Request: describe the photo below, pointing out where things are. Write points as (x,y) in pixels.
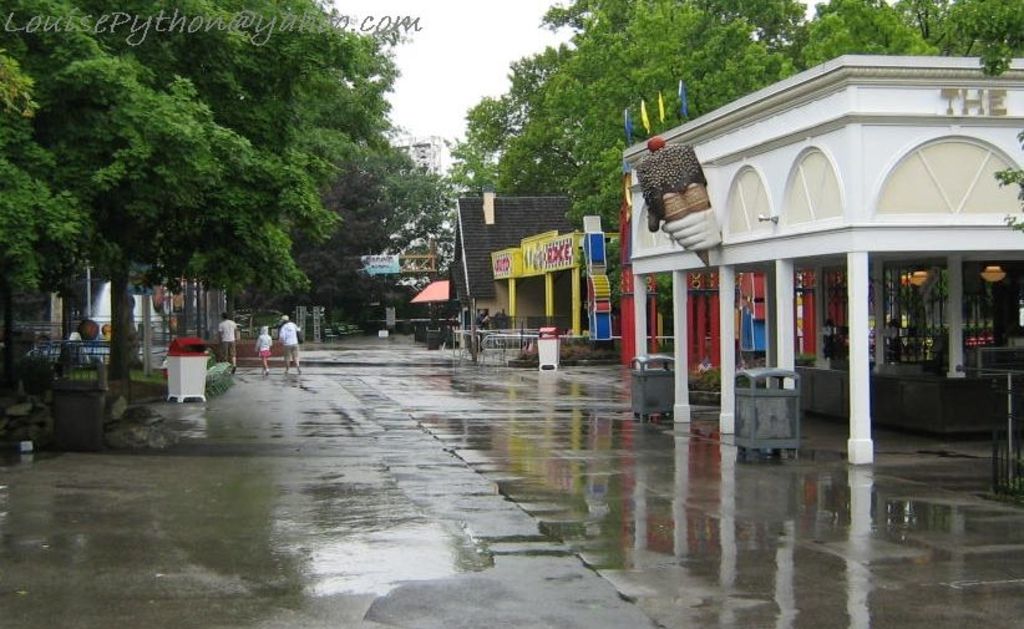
The picture is captured after rain, it is a street (502,499) and it is filled with water (639,534) and the atmosphere (443,74) is cloudy there are many trees (218,178) on the other side and there are a lot of stalls (746,305) in the street (28,511), few people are walking on the road (266,383).
